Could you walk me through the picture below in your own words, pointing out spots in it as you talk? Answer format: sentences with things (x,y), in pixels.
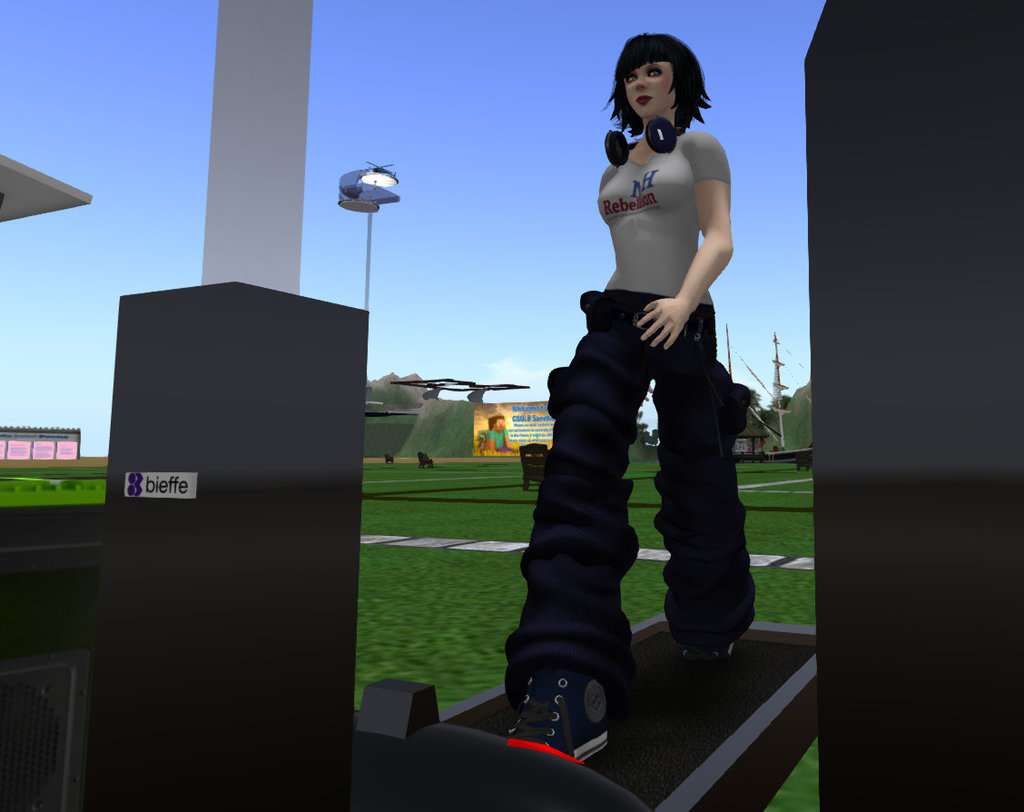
It is a graphical image, in the image we can see a woman (630,379) and grass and poles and banners (537,439) and sky (309,154).
